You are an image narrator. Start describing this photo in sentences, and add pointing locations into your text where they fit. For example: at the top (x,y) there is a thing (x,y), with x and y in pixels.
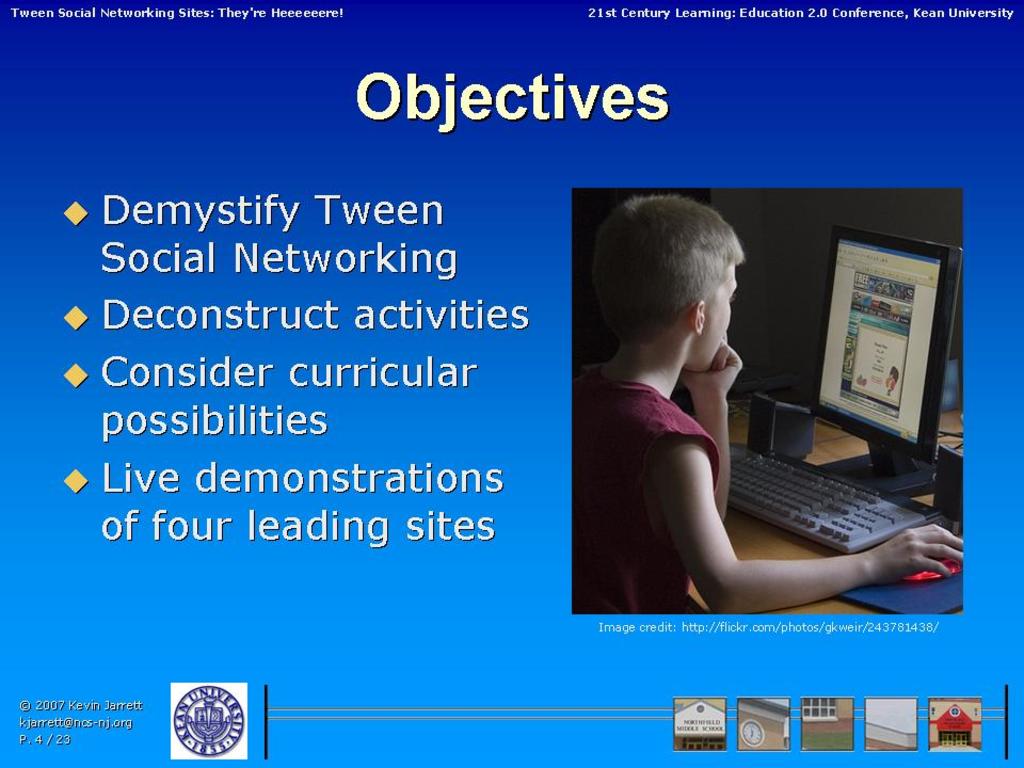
In this picture there is a poster (728,249). In the poster (709,284) I can see the boy (678,341) who is sitting near to the table (846,445). On the table (853,457) I can see the computer screen (869,405), speaker (752,420), keyboard (881,532), mouse (930,575) and mat (927,597). On the left (120,263) I can see something is written. In the bottom right corner (695,699) I can see the frames (714,703). In that frames (776,730) I can see the building images (889,724).
